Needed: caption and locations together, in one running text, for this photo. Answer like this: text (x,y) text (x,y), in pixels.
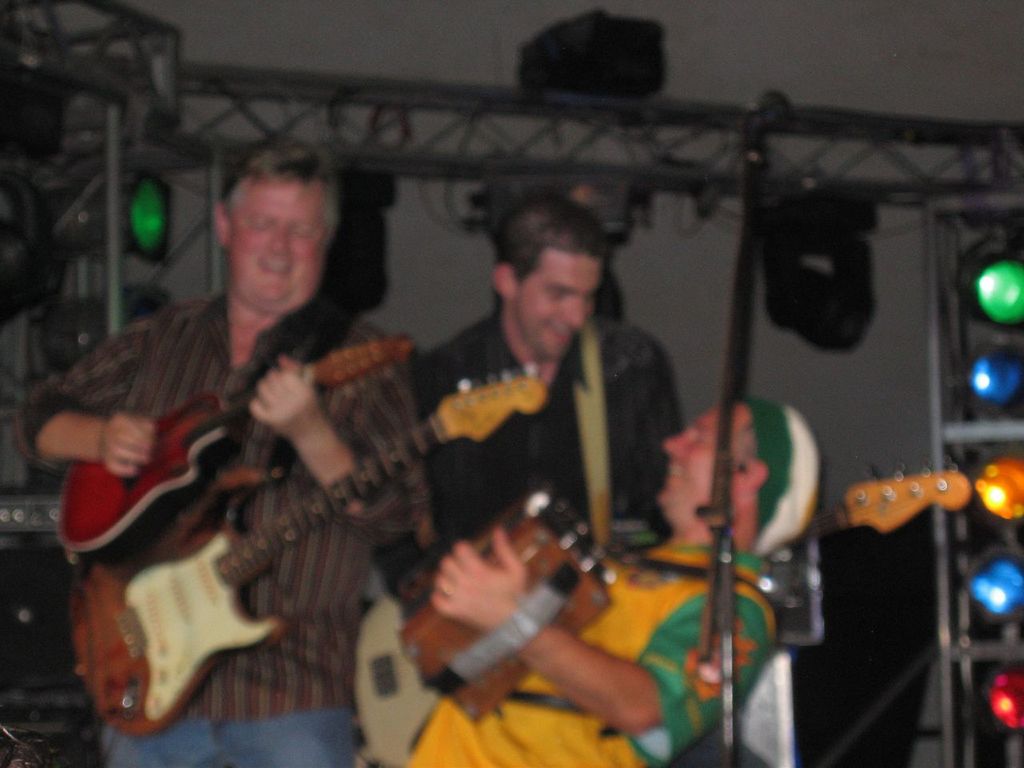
Here we can see three persons (569,762) are playing guitar (420,680). In the background (732,225) there is a wall (723,61) and these are the lights (978,497).
